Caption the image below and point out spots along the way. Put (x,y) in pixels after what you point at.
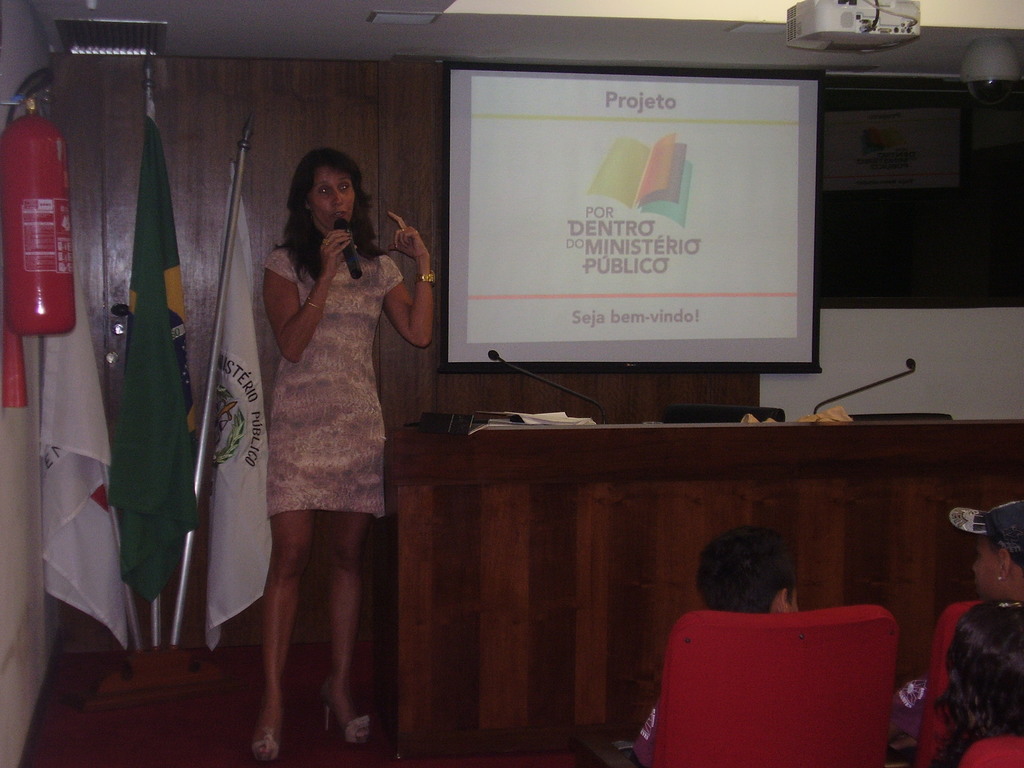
This picture describes about group of people (373,265), few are seated on the chairs (720,703) and a woman (367,309) is standing, she is holding a microphone (345,223), beside her we can see microphones (854,393), papers (574,423) and other things (475,420) on the table (730,490), in the background (671,221) we can find a projector screen (681,189), projector (885,16), few flags (235,371), fire extinguisher (9,194) and a camera (994,68).
